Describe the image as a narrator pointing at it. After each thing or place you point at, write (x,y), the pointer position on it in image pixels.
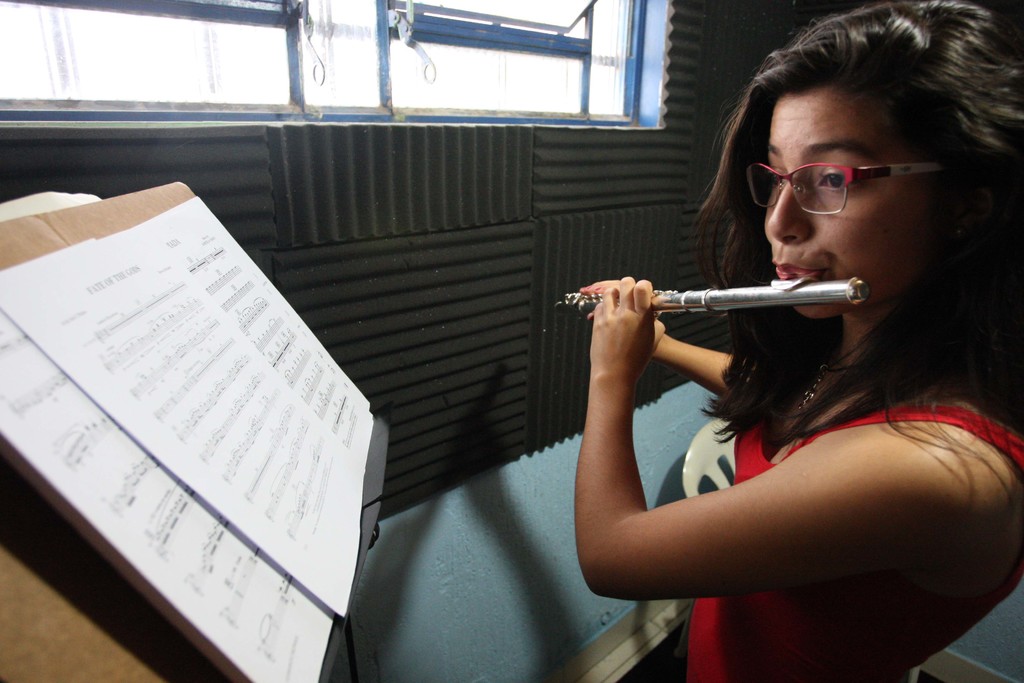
In this image I can see a person (770,366) playing the flute (799,301). In front of her there are some papers (189,373). To the right of her there is a window (593,60) to the wall (680,95).
